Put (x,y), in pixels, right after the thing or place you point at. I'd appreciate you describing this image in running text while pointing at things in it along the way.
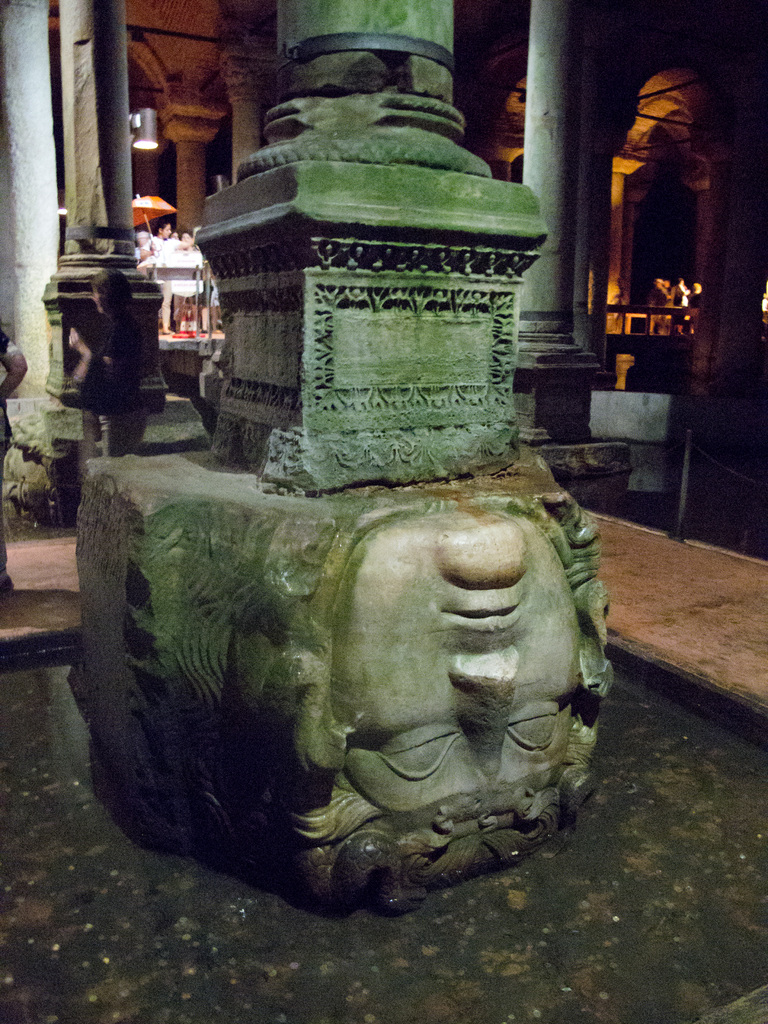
In this picture we can see a carved stone (416,579), pillars (123,240), umbrella (156,211), some people (667,290), arches (693,138) and some objects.
